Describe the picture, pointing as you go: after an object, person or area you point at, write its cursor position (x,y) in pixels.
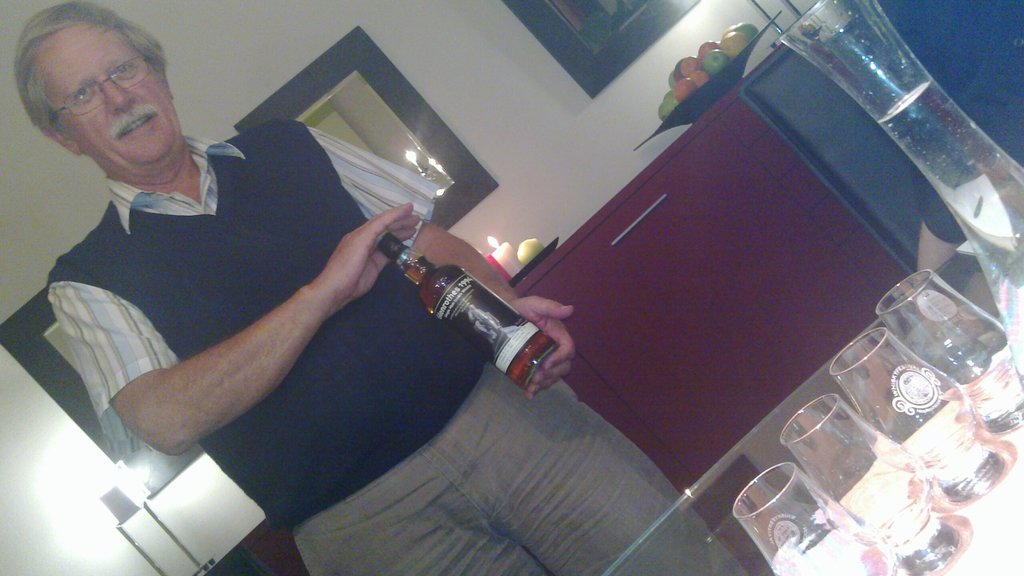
In this picture there is a man (425,316) who is holding a wine bottle (481,305). This person (231,232) is smiling. At right corner (1004,36) there is a person (1001,65) who is sitting on this chair (836,145). On the table (904,406) there are four glass (917,427) and a jug (927,109). A jug (962,134) contains a water (985,203). There is a fruit (698,68) on a plate (718,91). Here it's a candle (500,253). On the wall (387,35) there is a mirror (385,129). Here it's a lamp (114,506).
